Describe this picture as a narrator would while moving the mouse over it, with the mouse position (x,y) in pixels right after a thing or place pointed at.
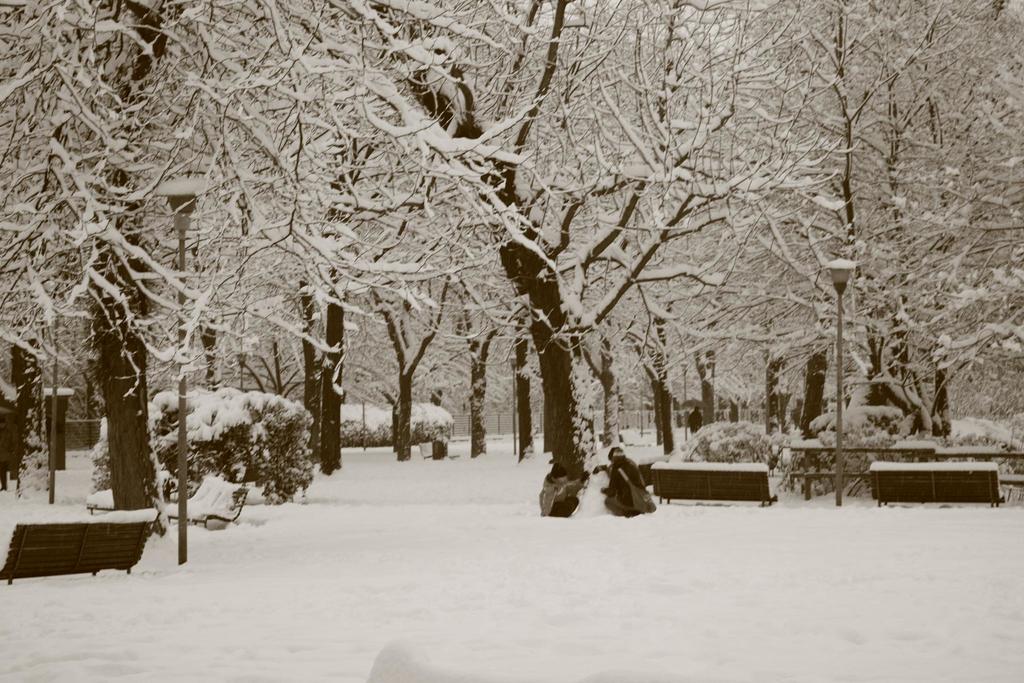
These are the trees (695,123) with a snow (742,181), in the middle (607,455) two people (557,510) are there with a snow mound (601,503).
